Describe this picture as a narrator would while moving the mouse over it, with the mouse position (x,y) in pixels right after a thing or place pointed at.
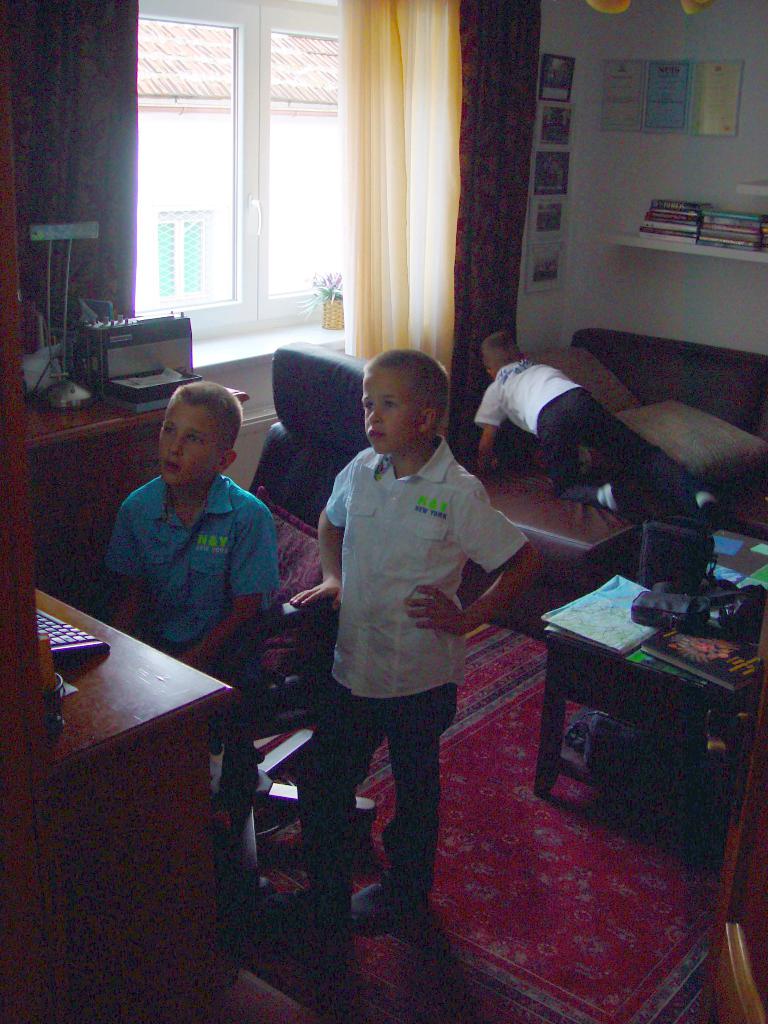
In this image I see 3 boys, in which one of them is sitting on a chair (275,634) and another one is standing on a red colored carpet (294,951) and another one is on a couch (607,526) which is of brown in color. I see there is a window (298,299) over here and a wall (742,305) of white in color and there are racks (758,192) on which there are lots of books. I see a table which is of brown in color and there are things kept on it.
